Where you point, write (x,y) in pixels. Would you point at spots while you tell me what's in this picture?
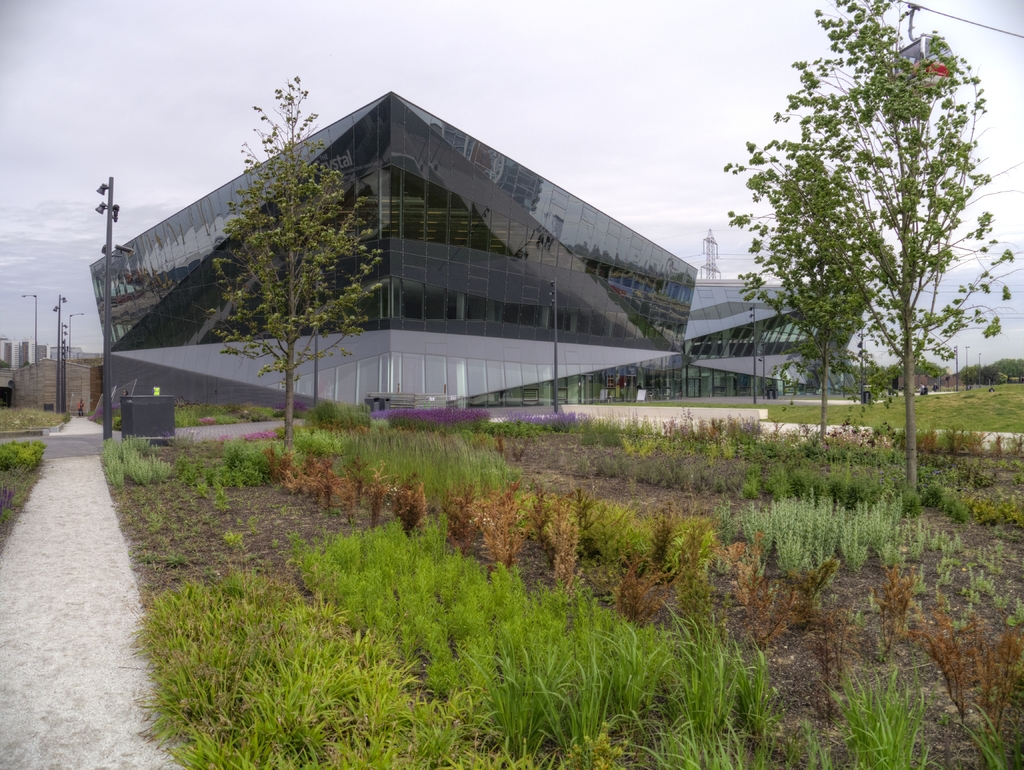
In this image we can see plants (559,510) and trees (257,309). In the back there are poles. Also we can see a buildings (403,246). And there is a tower (708,242). In the background (511,57) there is sky (566,34).
